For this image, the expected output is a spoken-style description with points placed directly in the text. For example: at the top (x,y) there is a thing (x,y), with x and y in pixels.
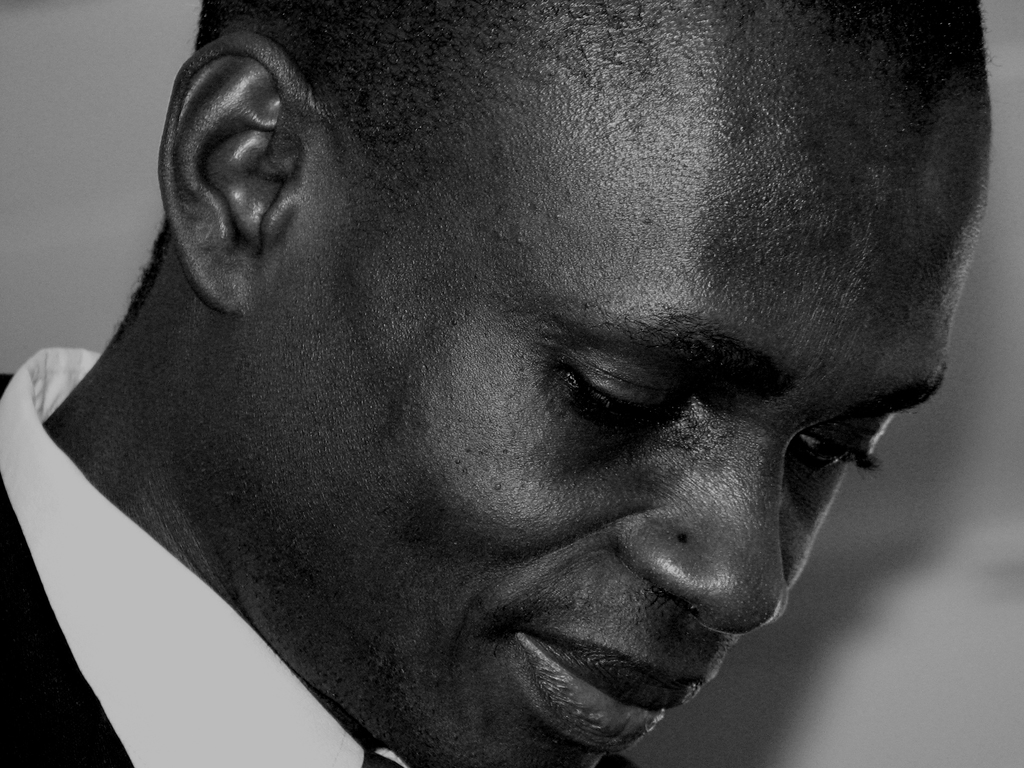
In this image we can see a man (294,267) smiling.
